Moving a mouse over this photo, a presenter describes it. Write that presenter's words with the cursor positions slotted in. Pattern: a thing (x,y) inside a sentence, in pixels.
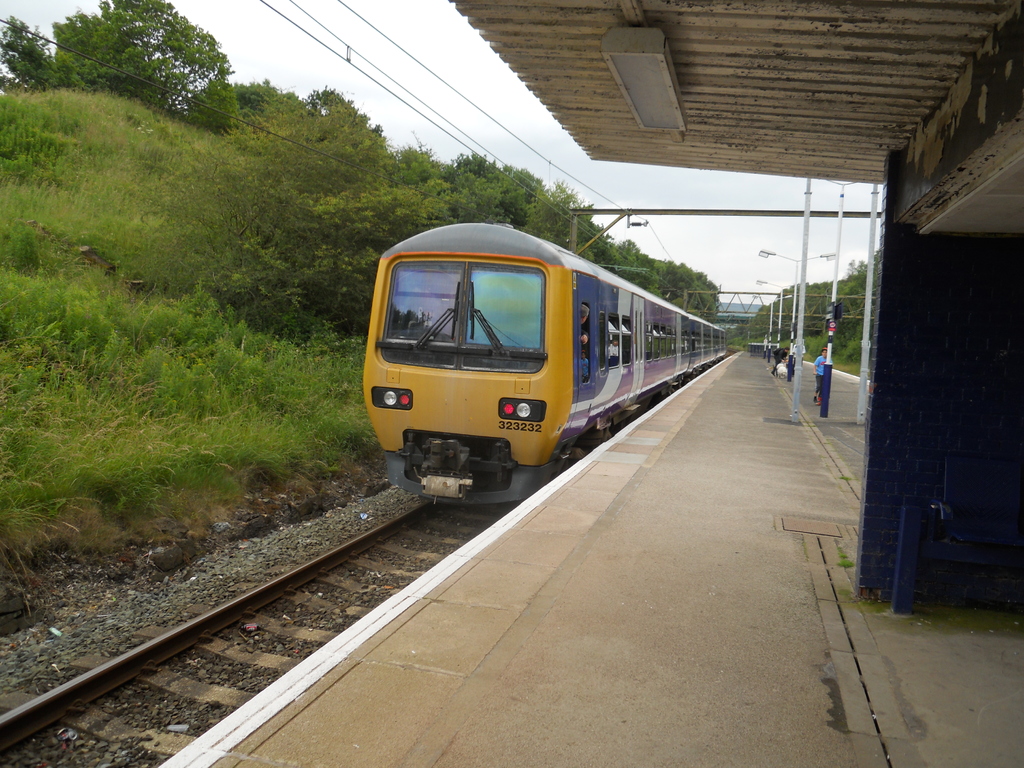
In the image we can see there is a train (578,398) standing on the railway track (318,569) and there is a platform (752,440). People (814,388) are standing on the platform (826,480) and on the roof (633,133) of the platform (836,380) there is a tubelight (655,85). There are electric wire pole (572,224) and the ground (267,316) is covered with grass (169,351), plants (222,296) and trees (204,127).
